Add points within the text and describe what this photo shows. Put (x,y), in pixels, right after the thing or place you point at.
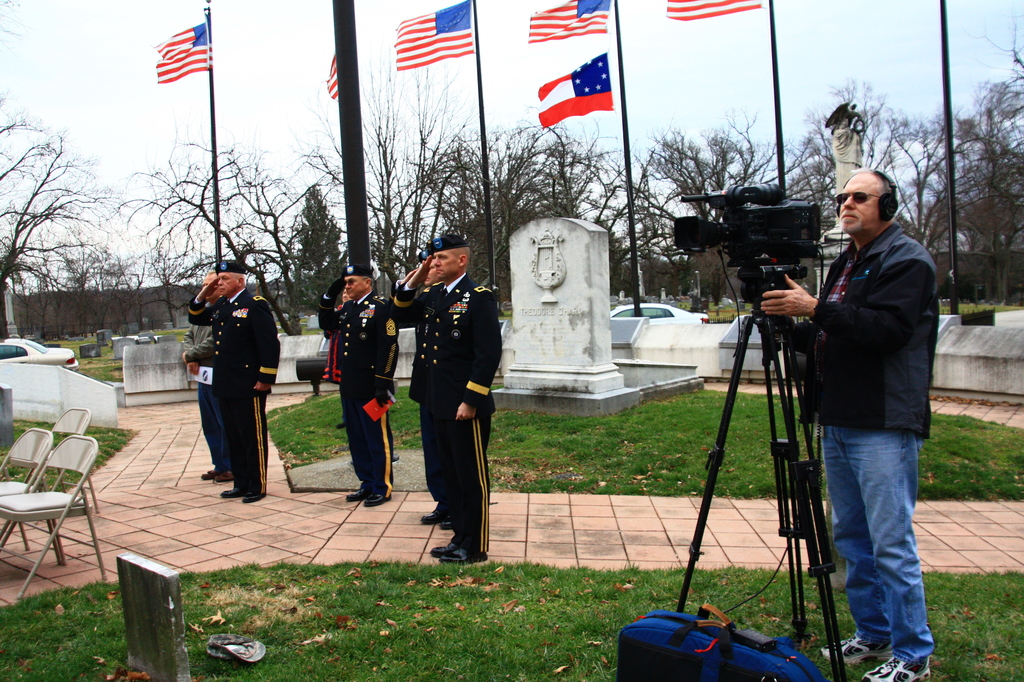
In this picture we can see a few people (451,416) standing on a path (386,520). We can see a bag (810,679), footwear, dry leaves (129,679) and a stone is visible on the grass (630,609). There is a person (850,210) wearing a headset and holding a camera (768,223). We can see a few chairs (30,508) on the left side (57,456). There is a vehicle (70,360), graves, poles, flags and trees (1015,115) in the background (452,205).
